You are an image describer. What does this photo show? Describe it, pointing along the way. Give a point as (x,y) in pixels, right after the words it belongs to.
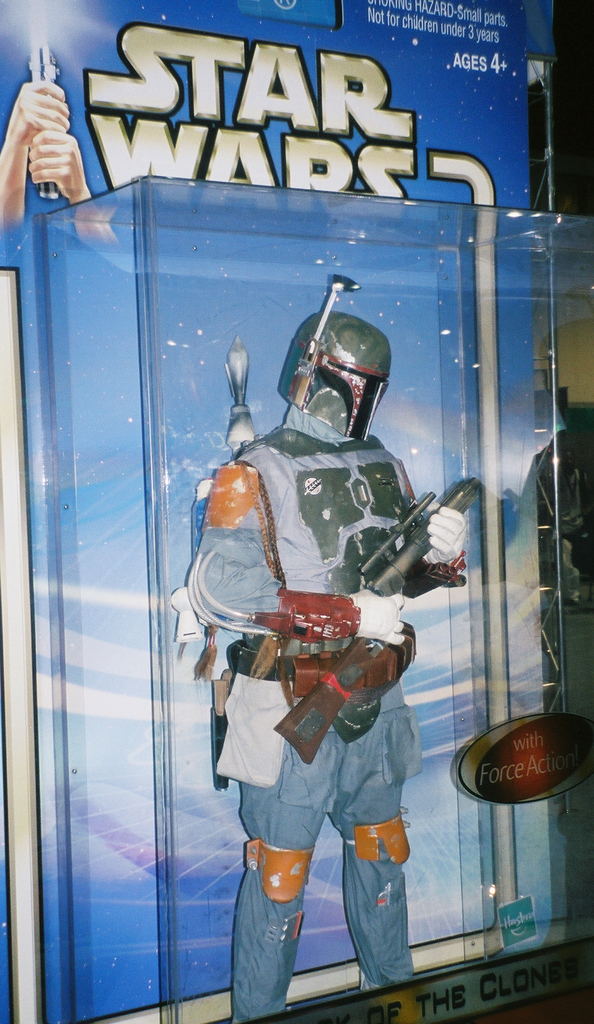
In this picture we can observe a toy (270,702) which is holding a gun (319,722) in its hand (387,623). We can observe a helmet (341,370). This toy (317,403) is packed in a plastic box (160,707). We can observe blue color background (424,193).
